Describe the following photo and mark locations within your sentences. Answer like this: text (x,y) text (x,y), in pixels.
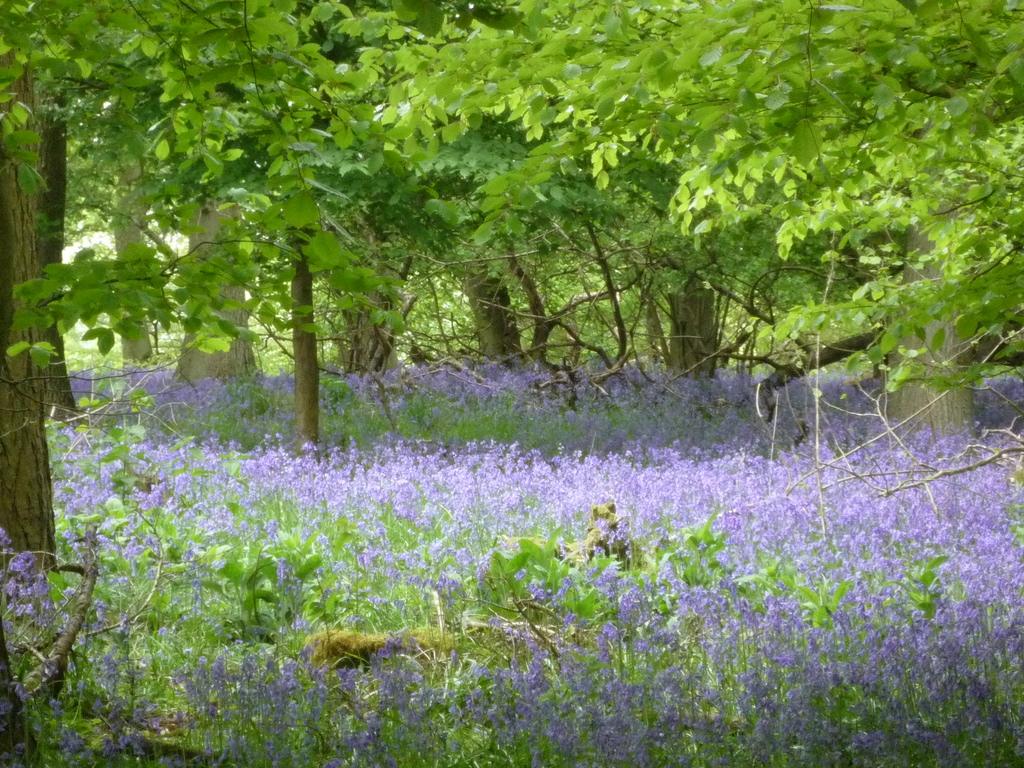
In this image I can see number of flowers (479,562) which are in purple colour. I can also see number of trees (430,263).
